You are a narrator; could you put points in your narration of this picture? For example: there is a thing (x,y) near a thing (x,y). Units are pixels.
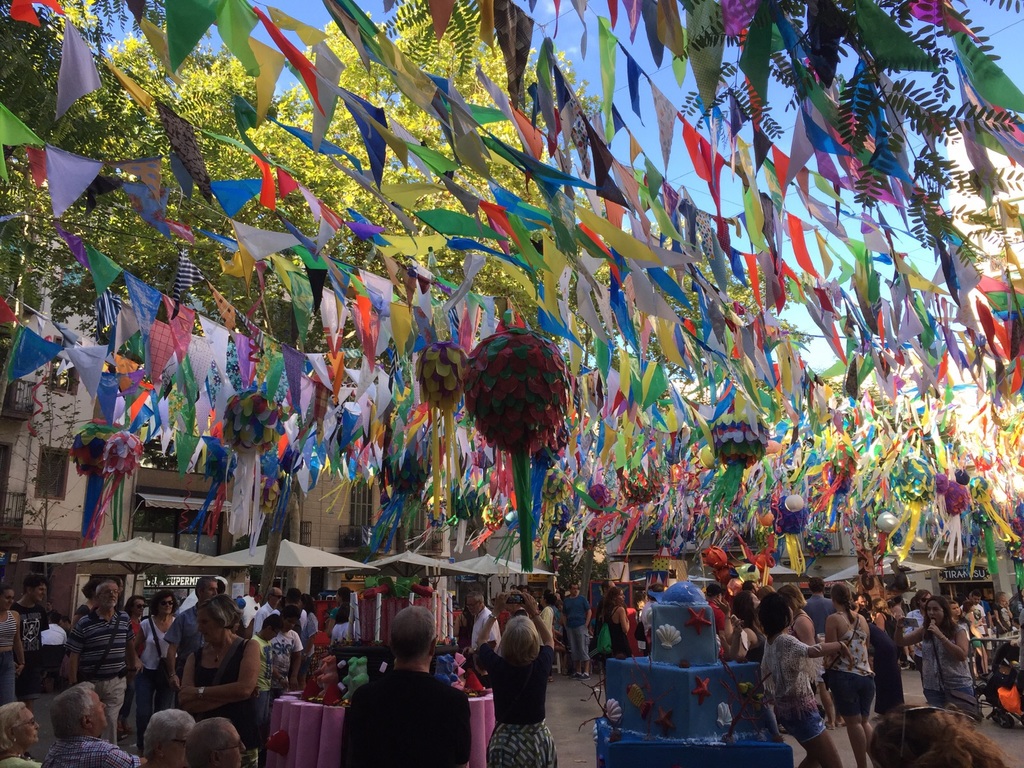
This picture looks like a carnival, at the top (551,252) there are some decorative items (946,452) and flags (791,360), at the bottom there is a tent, under the tent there is crowd (103,595) and on the road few people (803,703) visible and some objects (710,616) kept on the road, at the top (570,26) there is a tree (12,48), building (970,224), the sky (685,117) visible.
